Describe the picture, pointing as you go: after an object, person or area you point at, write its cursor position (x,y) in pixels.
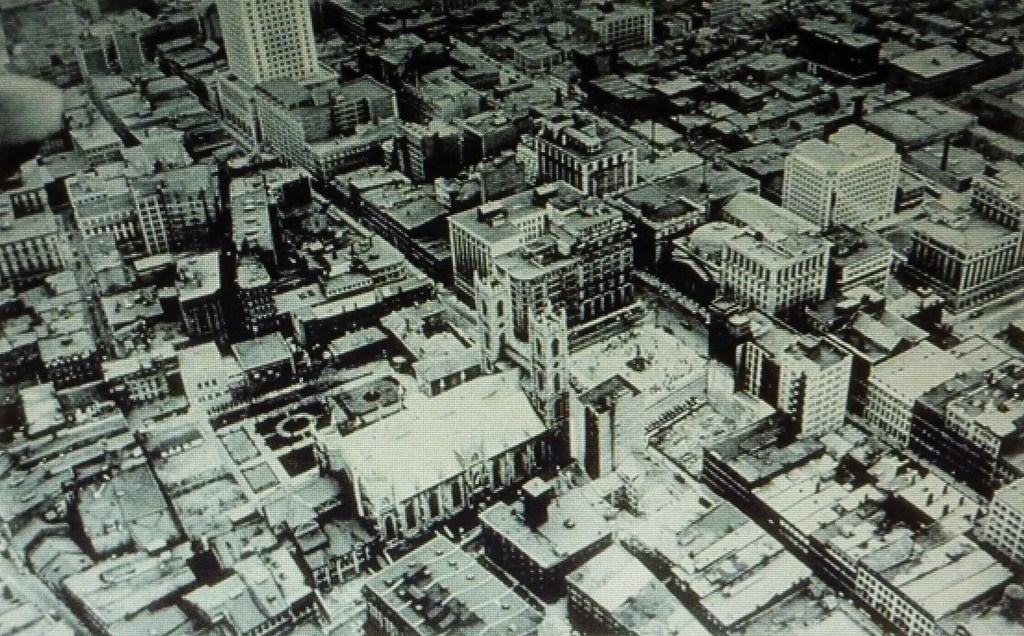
In this image I can see few buildings (202,220) and the image is in black and white.
